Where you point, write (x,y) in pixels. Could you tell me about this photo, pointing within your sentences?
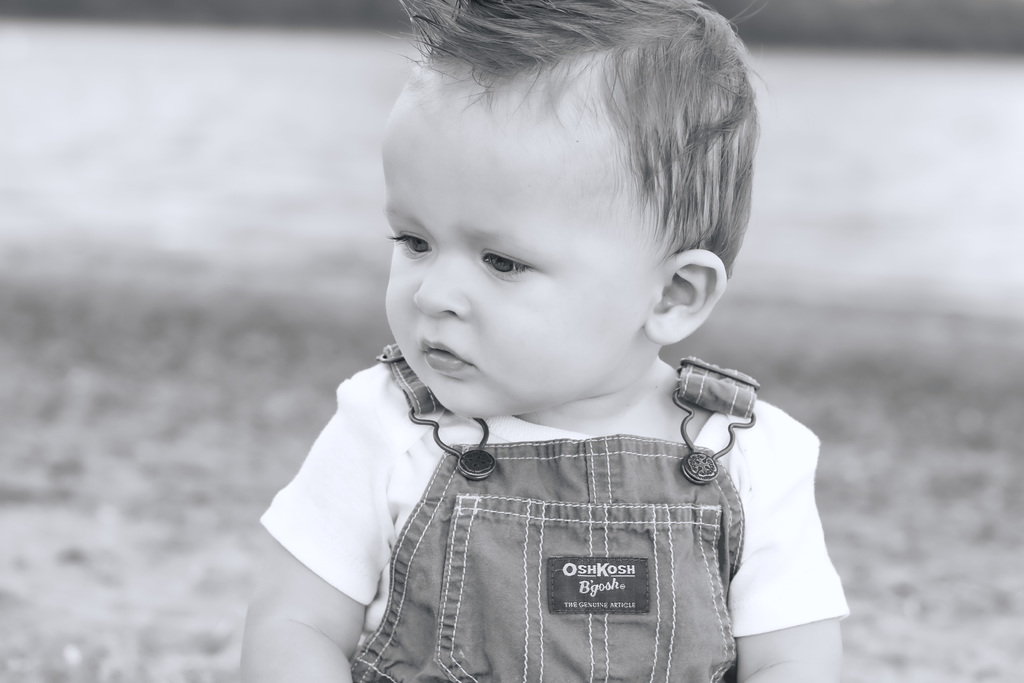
This is a black and white picture and we can see a child (559,503) in this image.
